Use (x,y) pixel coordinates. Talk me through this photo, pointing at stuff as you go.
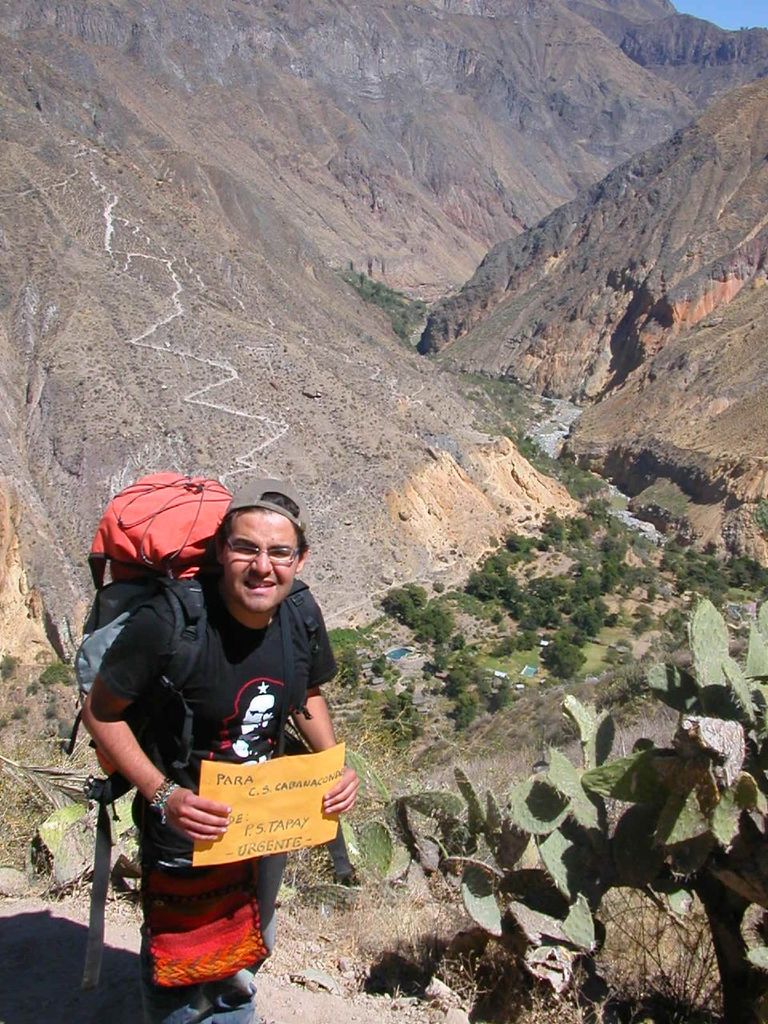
In this picture I can see hills (441,301) and a man (168,1003) standing and holding a placard (275,849) with some text (244,833) and he wore a backpack (152,566) and a cap (265,502) on his head (277,497) and I can see trees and few plants (550,912) and I can see a blue sky (748,16).
